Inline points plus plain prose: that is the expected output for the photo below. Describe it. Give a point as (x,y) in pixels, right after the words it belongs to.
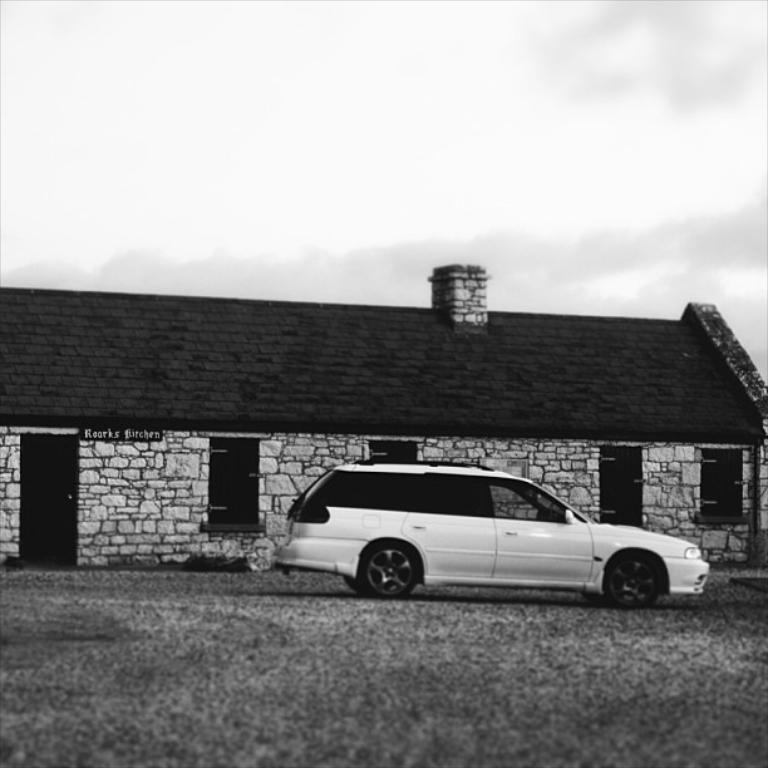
In this black and white image I can see a house (355,427) made up of rocks (204,468). I can see a car (373,466) parked in the center of the image (389,484) on a ground (386,629), at the top of the image (446,56) I can see the sky (434,52).
